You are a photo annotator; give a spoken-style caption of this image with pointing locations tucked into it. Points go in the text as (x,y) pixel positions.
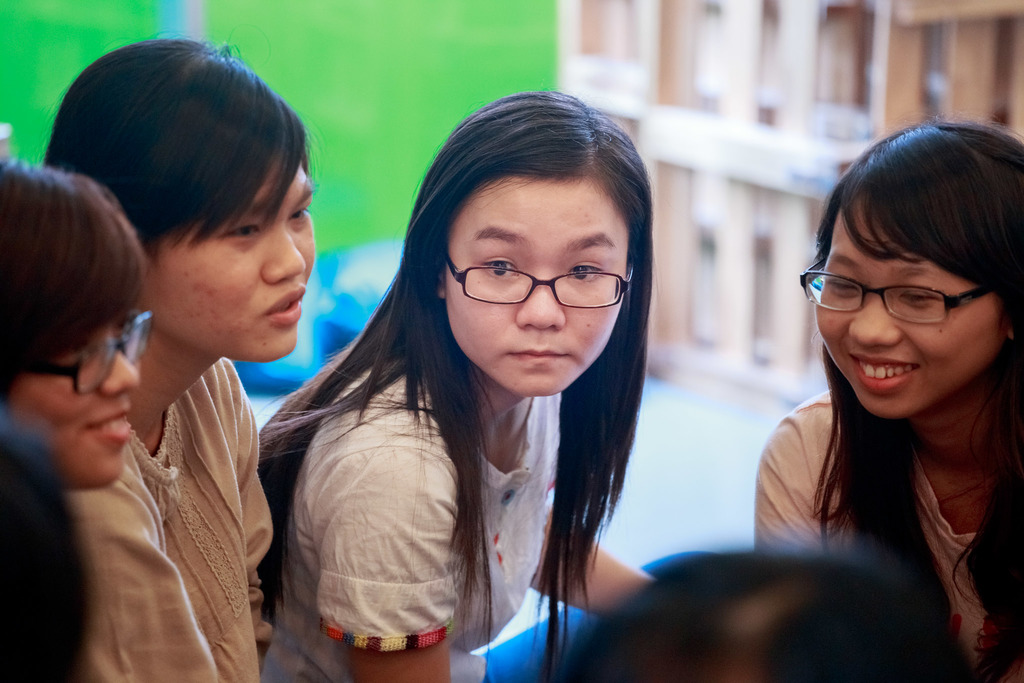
In the image there are a group of girls (456,362) gathered in the front (588,189) and the background of them is blur.
